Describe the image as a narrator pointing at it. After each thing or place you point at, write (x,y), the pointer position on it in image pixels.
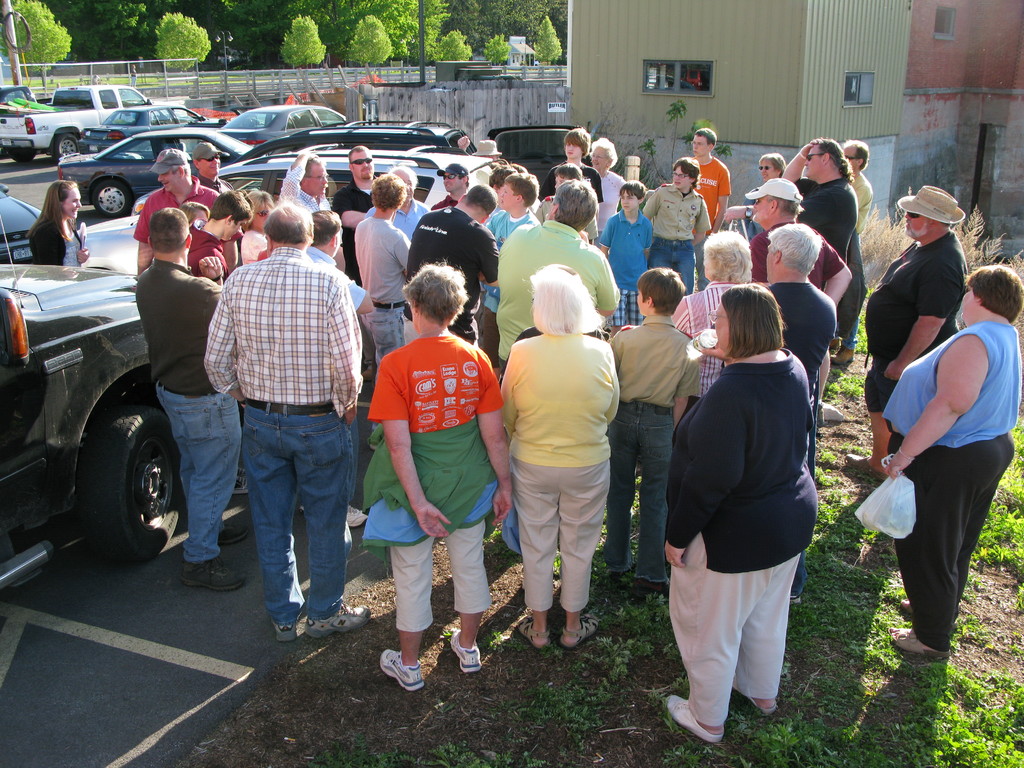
In this picture there are people (354,246) those who are standing in the center of the image (509,385) and there are cars (274,174) on the left side of the image (204,137), there are trees (341,47) at the top side of the image (341,47).
